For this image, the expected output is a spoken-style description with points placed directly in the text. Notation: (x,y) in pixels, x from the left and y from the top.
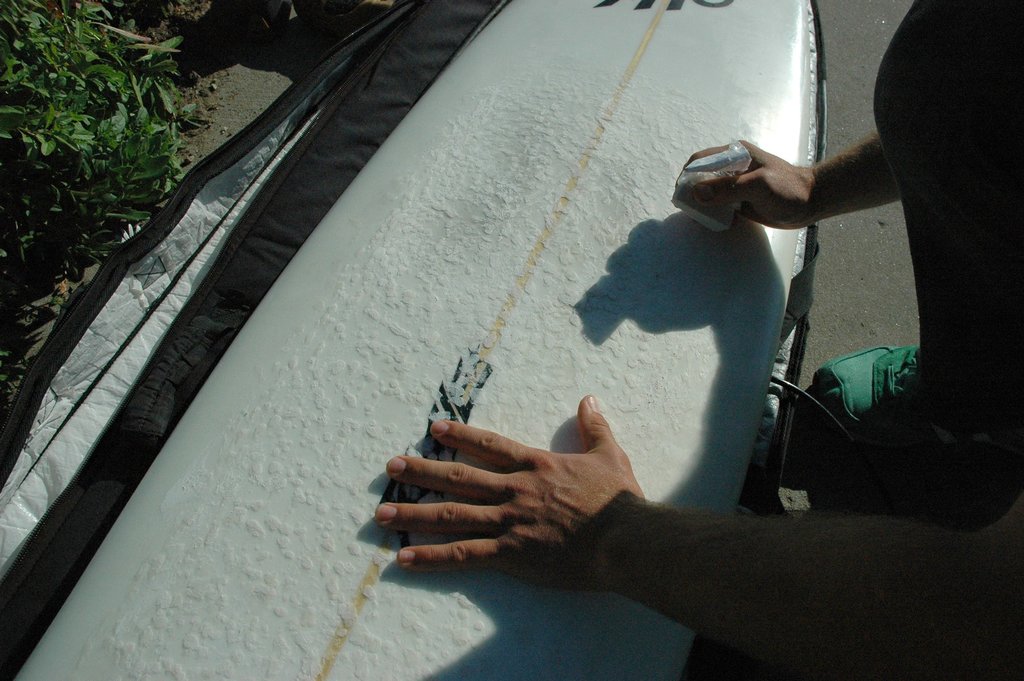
On the right side (966,329), we see a person (971,323) who is wearing the green shoes (851,390). In the middle (345,439), we see an object (289,479) in white and black color. In the left top (44,70), we see the plants (144,114). In the background (877,225), we see the road (856,274).
